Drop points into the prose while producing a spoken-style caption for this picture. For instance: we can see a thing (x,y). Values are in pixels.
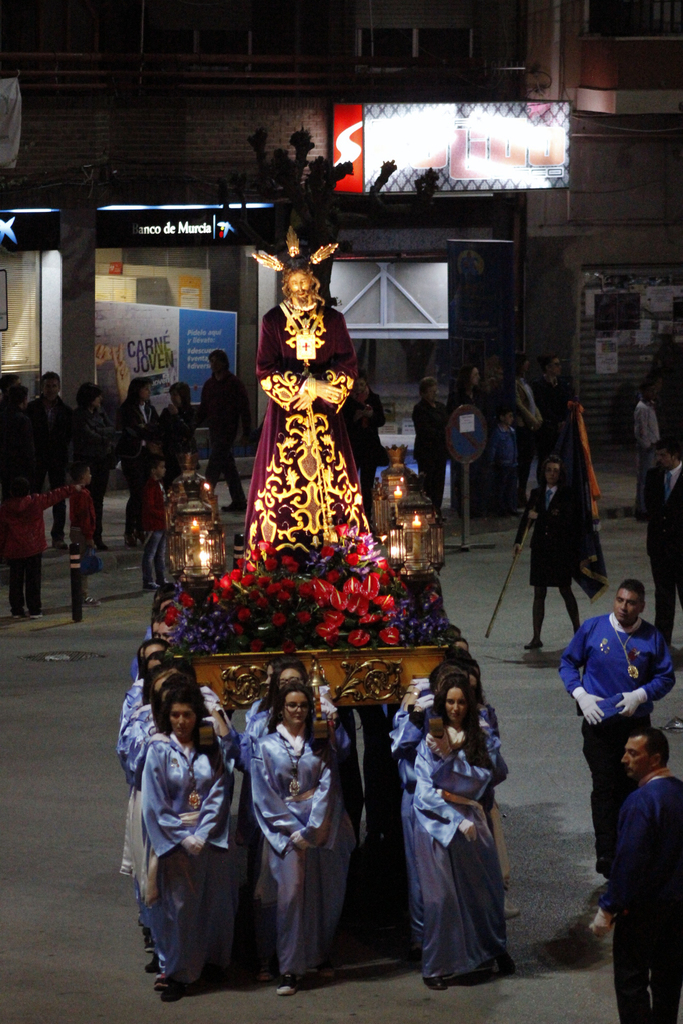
In this image we can see a group of people (186,673) carrying the palanquin (376,696) on which we can see a statue (326,333), some lamps (193,584) and bouquets (386,618) on it. We can also see a group of people (585,727) standing on the ground (566,709). In that a woman (572,615) is holding the flag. On the backside (610,459) we can see a signboard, a building (496,202) with windows (125,300) and the boards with some text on it.
